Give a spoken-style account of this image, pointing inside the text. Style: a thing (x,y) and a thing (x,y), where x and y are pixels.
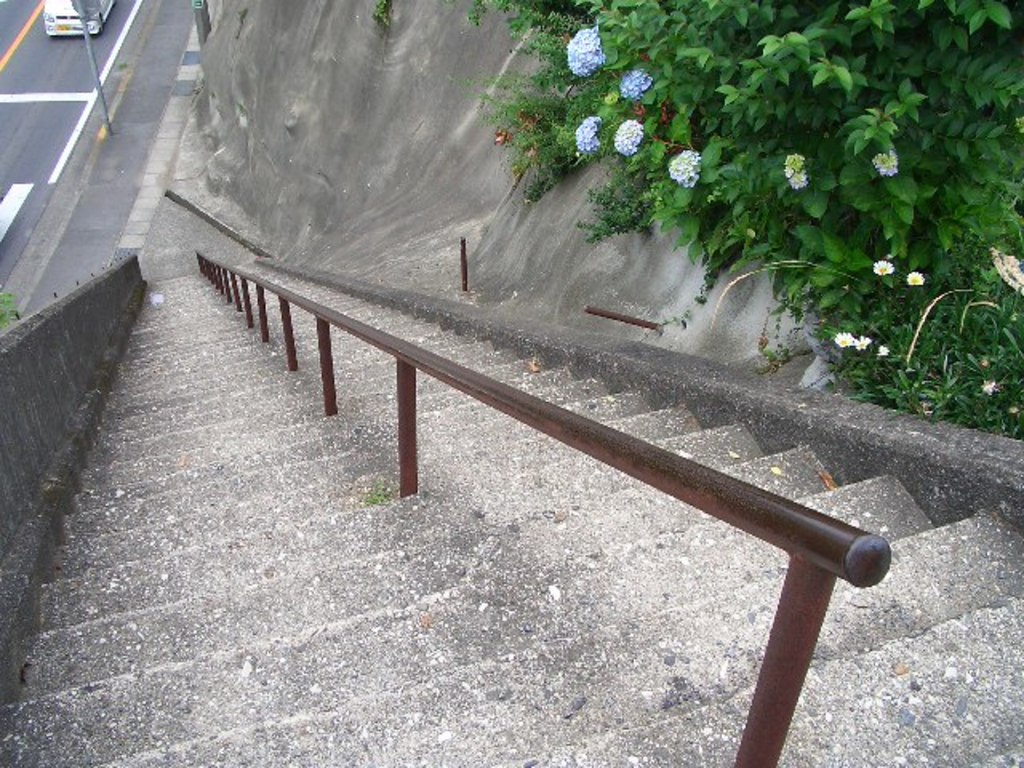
The picture is captured by standing above the stairs (652,688) and beside the stairs (453,694) there are some flower plants (764,141) and in the left side of the stairs (178,350) there is a road (74,46) and there is a vehicle (71,22) moving on the road (33,140).
